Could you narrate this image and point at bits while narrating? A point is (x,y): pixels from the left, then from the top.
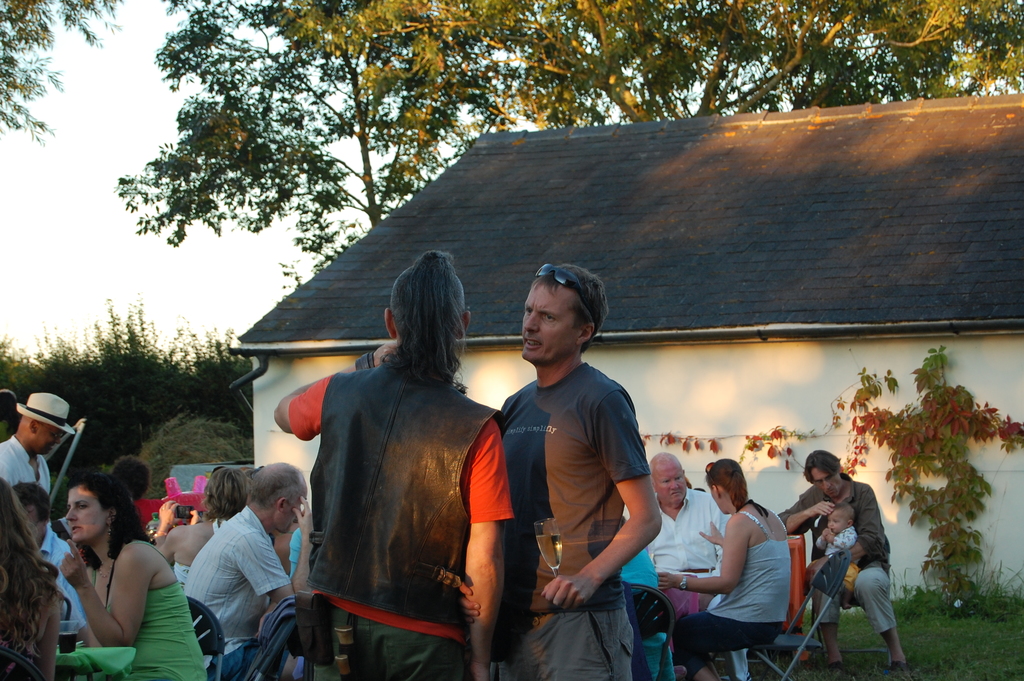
In this image in front (551,384) there are two people (546,501). Behind them there are a few people (743,563) sitting on the chairs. At the bottom of the image (965,644) there is grass (979,643) on the surface (967,648). On the right side of the image (973,475) there is a plant (948,455). There is a building (673,246). In the background of the image (107,235) there are trees (219,125) and sky (87,235).
